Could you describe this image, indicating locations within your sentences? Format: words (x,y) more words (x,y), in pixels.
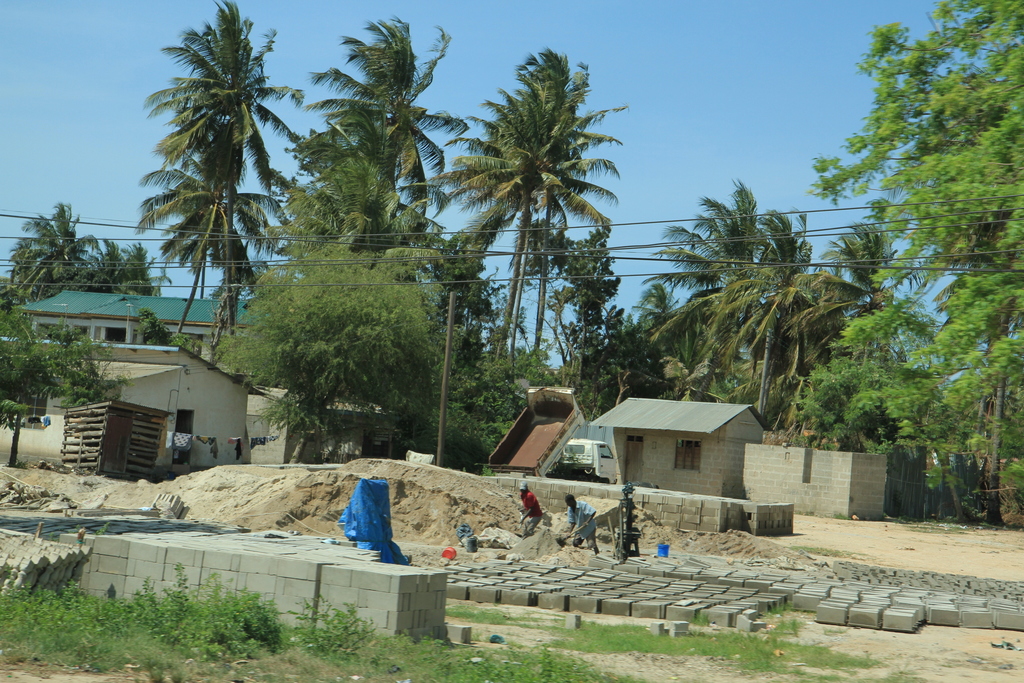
In this image I can see many cement rocks (552,596) and the sand (324,489). I can see two people (568,520) with different color dresses (582,502). These are standing to the side of the machine (622,544). In the background (279,455) I can see the houses (101,367), many trees (443,287) and the blue sky (591,26).
